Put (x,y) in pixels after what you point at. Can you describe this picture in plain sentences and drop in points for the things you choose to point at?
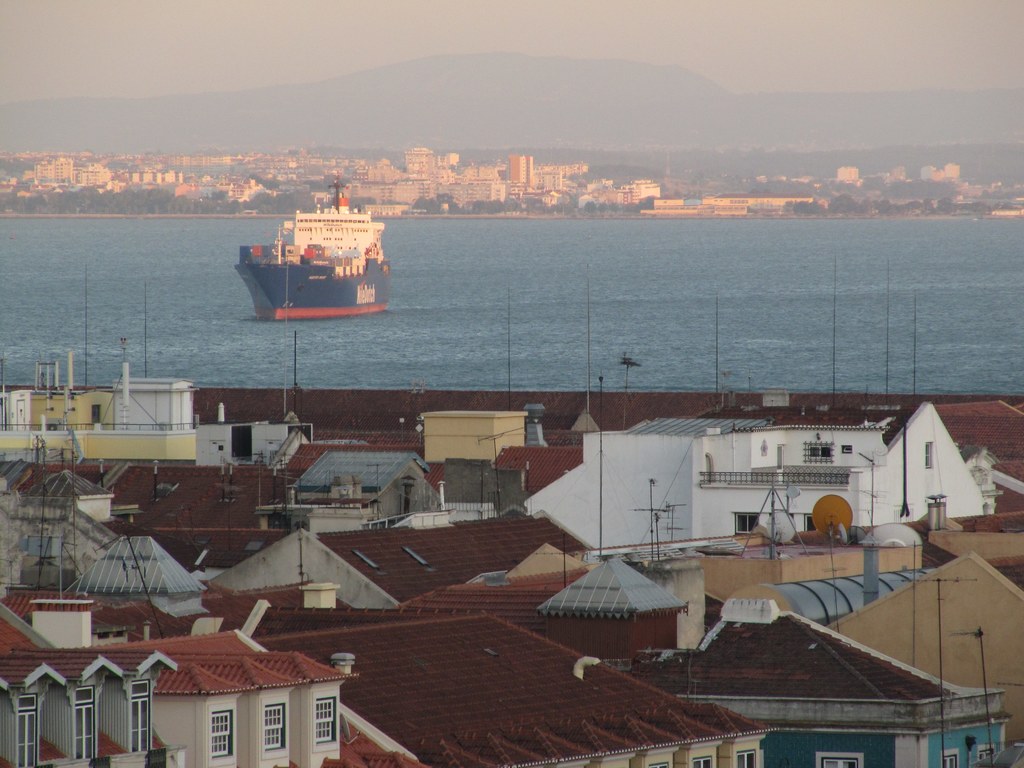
In this picture we can see houses (179,548) and in the background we can see a boat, water (585,370), buildings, mountains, trees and the sky (877,2).
